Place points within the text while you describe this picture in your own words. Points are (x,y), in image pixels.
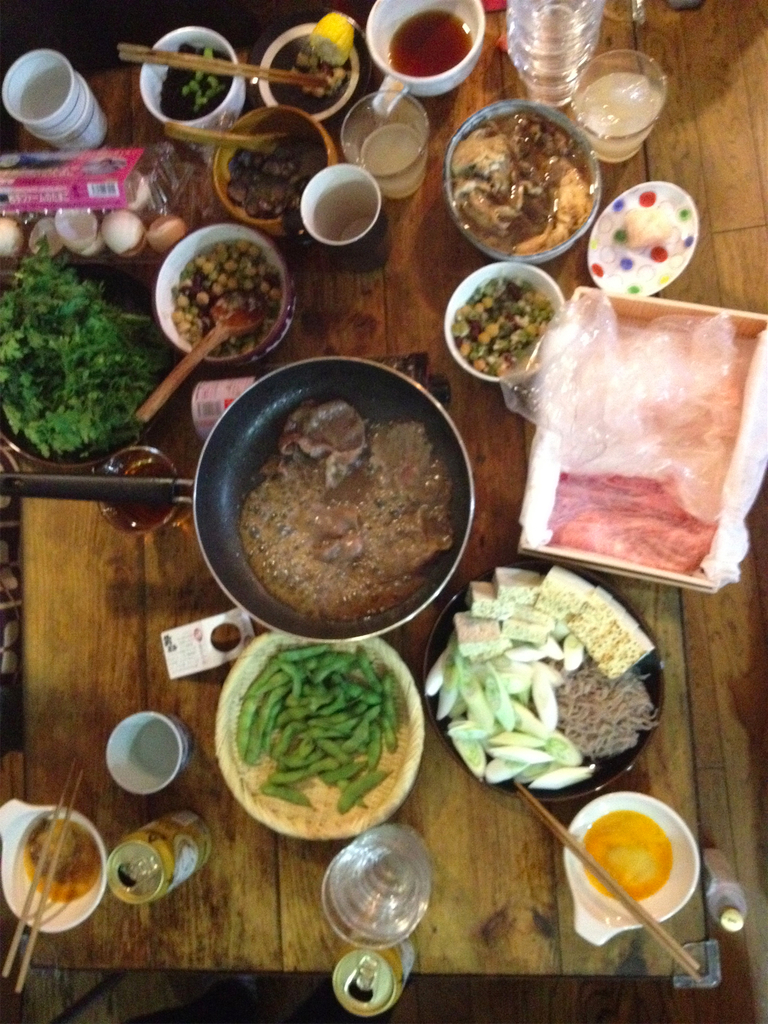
In this image we can see one wooden table (187,405), some bowls (551,292) with food (516,600), one pan (119,478) with food (342,410), some glasses (381,176) with liquids (405,146), one spoon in the bowl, some chopsticks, some cups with liquids (411,52) and some objects (180,174) on the table (480,958).
